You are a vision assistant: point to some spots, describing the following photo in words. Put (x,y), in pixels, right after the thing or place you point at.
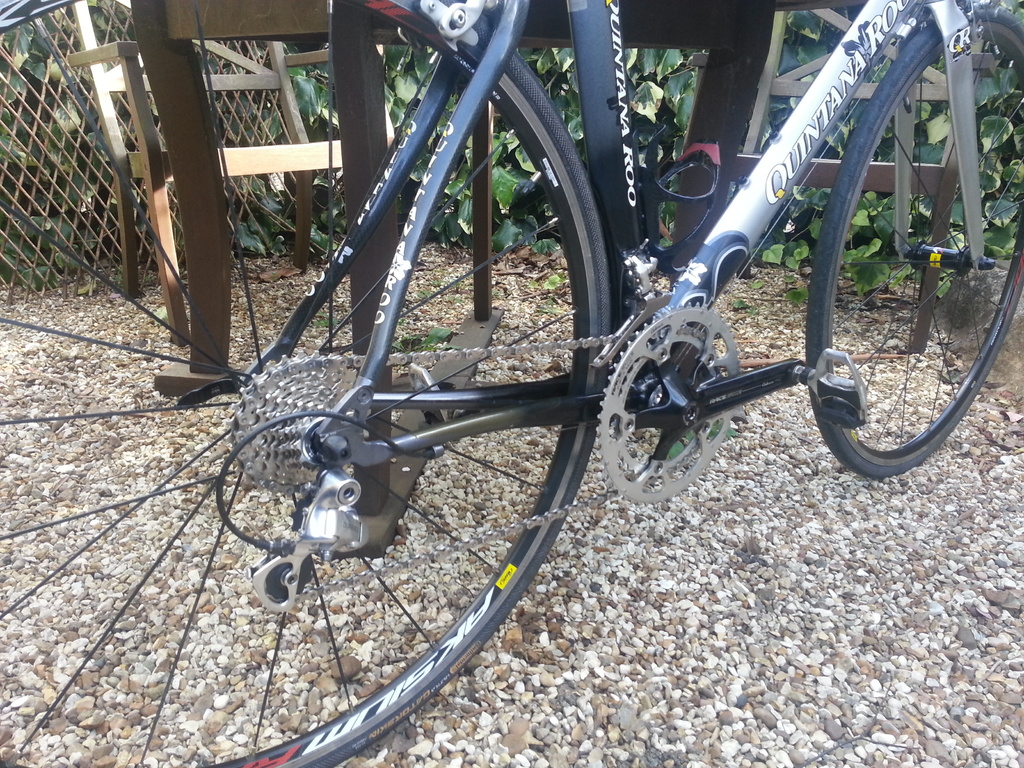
In this image we can see a bicycle (679,288) on the stones (726,554). In the background (170,188) there are mesh (150,102), chair (126,72) and plants (516,141).
